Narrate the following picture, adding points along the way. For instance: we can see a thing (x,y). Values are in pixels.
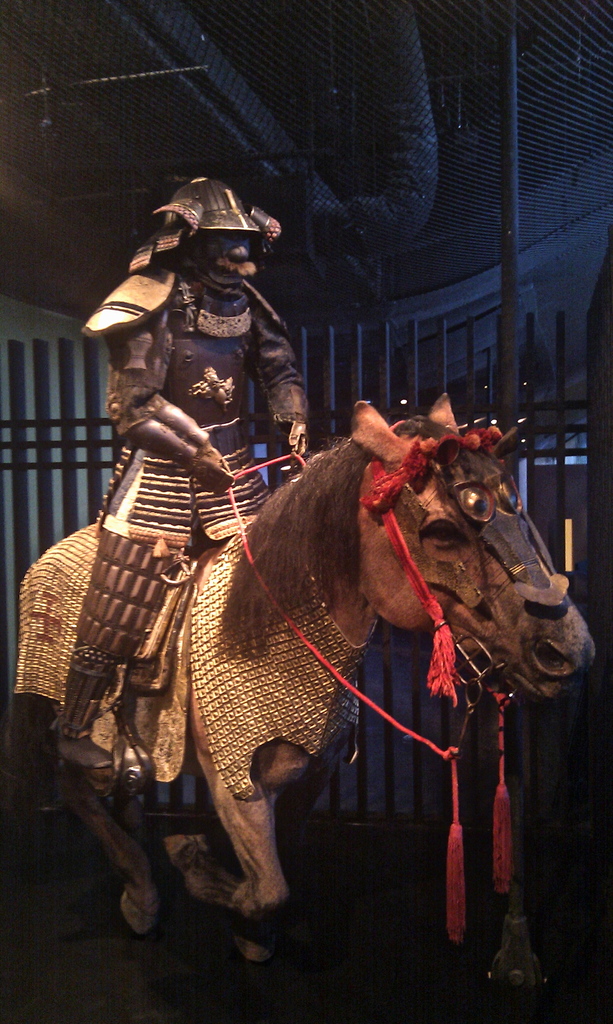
In this image we can see a statue (208,354) of a person (167,459) sitting on a statue (234,605) of a horse (305,568). In the back (412,380) there is fencing (338,769). Also there is a pole (511,299) and we can see a net (318,124).
